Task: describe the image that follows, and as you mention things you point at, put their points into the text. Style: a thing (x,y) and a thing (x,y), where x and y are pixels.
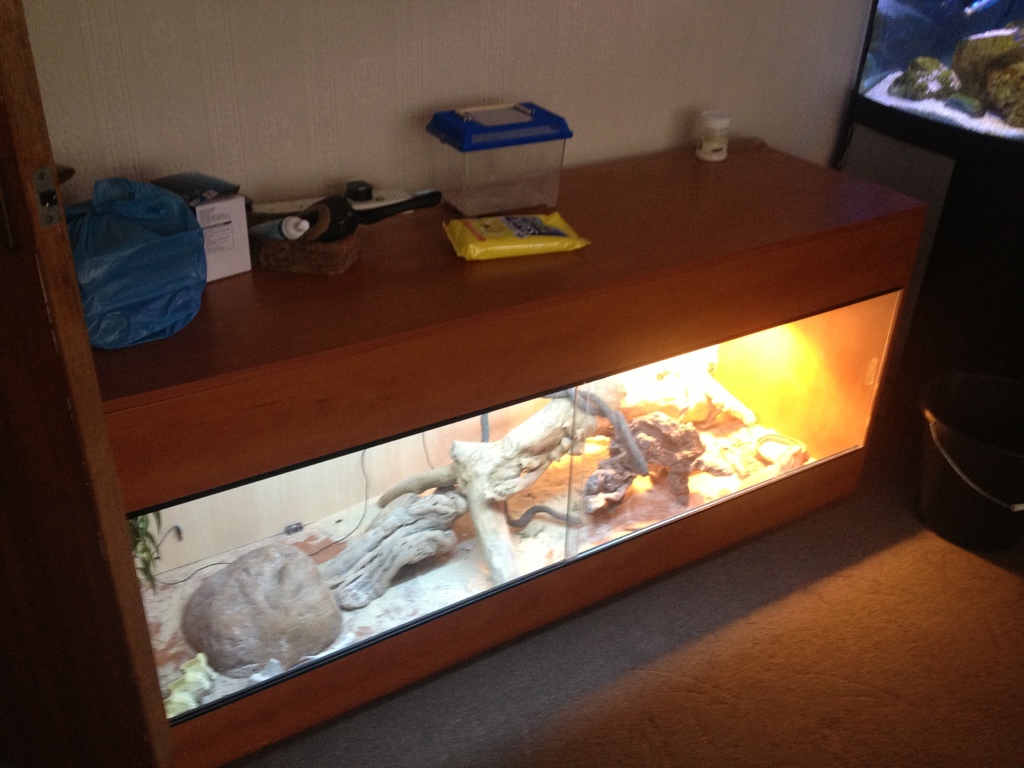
This picture seems to be clicked inside the room (510,674). In the center (576,393) there is a wooden object (629,233) seems to be the table (264,501) containing some items (506,487) and we can see the green leaves (144,544) and we can see the boxes (209,280) and some other items (150,262) are placed on the top of the table (635,208). On the right corner (896,71) we can see some other objects (984,227). In the background (375,84) we can see the wall (289,51) and a wooden door (41,536) and some other items (956,232).
